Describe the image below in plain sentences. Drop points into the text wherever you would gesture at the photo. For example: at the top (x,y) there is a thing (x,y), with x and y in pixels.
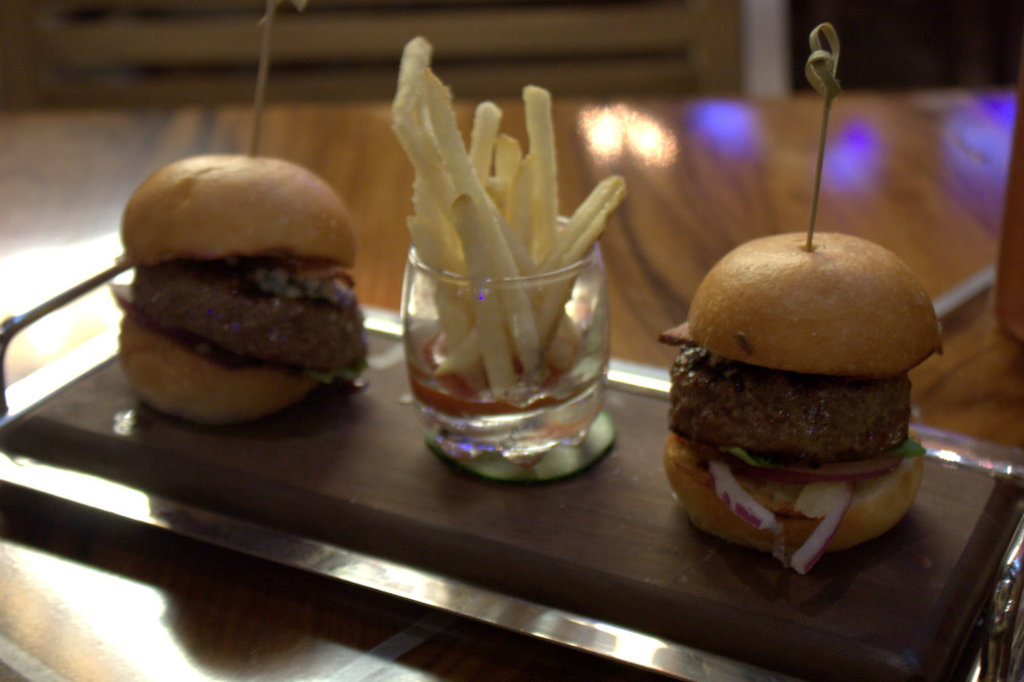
In the center of the image (523,263) there are food items (196,218) in a tray (388,470). There is a glass (552,325) with french fries (479,303) in it.
